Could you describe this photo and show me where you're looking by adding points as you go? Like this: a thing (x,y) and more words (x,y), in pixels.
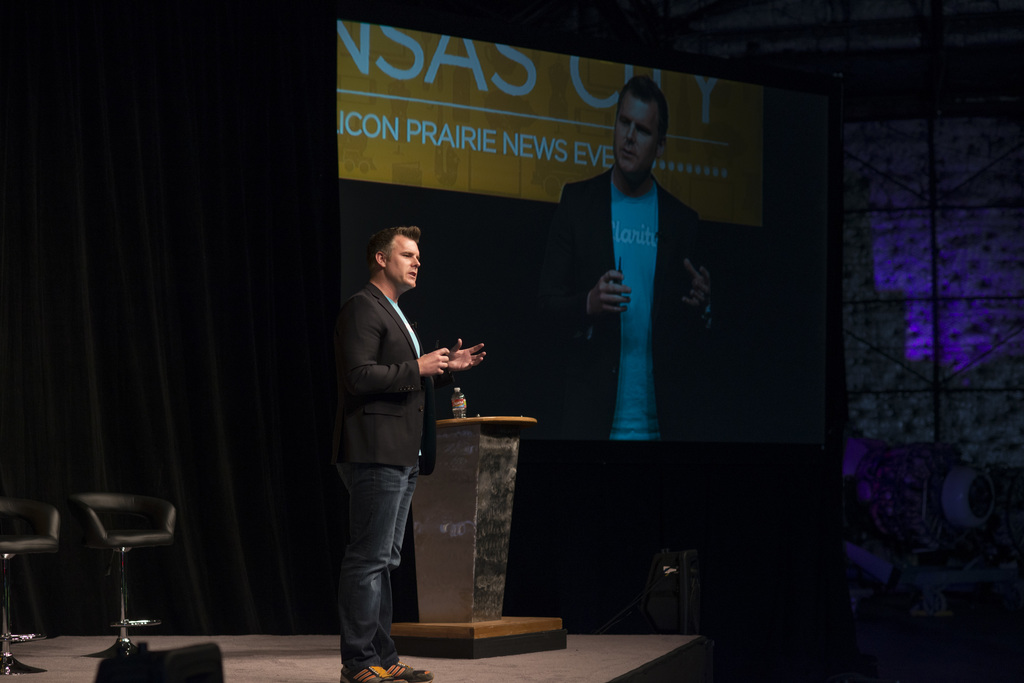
It is a seminar, a person (400,445) wearing black color blazer (400,445) is talking something, beside him there is a table (460,420) and bottle (453,412) above it behind him there is a chair (115,529) and behind him there is a projector (439,146) on which something is displaying, in the background (208,225) there is a black color curtain (189,242).
